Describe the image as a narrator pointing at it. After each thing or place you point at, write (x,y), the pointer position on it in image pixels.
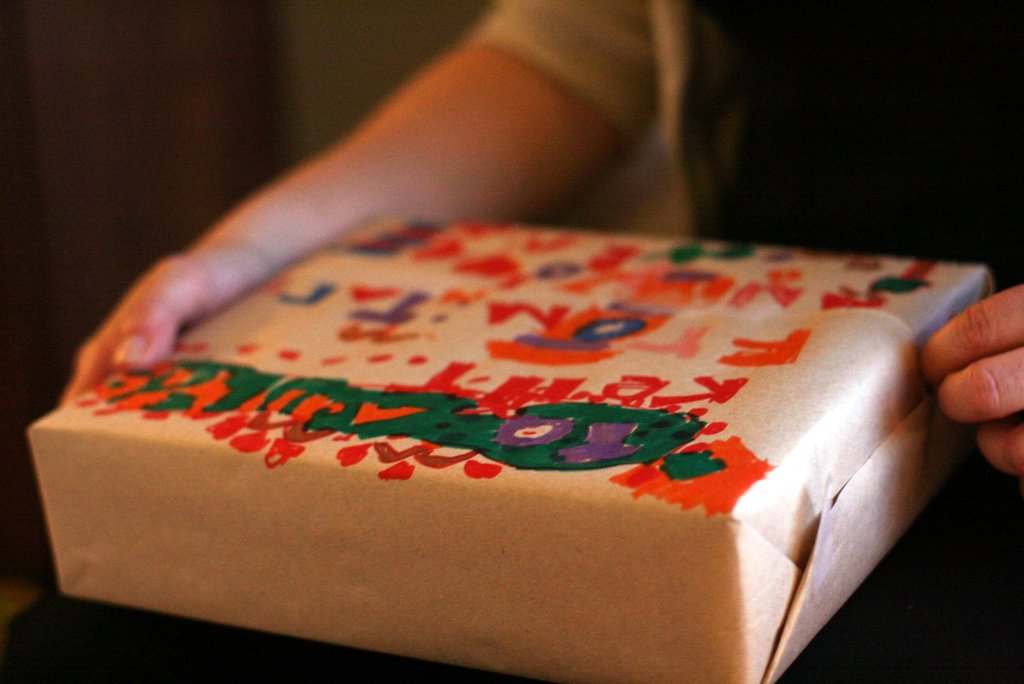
In this image we can see a person (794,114) holding an object (886,405). We can see some painting (584,327) on an object (540,367). There is a blur background (211,81) in the image.
